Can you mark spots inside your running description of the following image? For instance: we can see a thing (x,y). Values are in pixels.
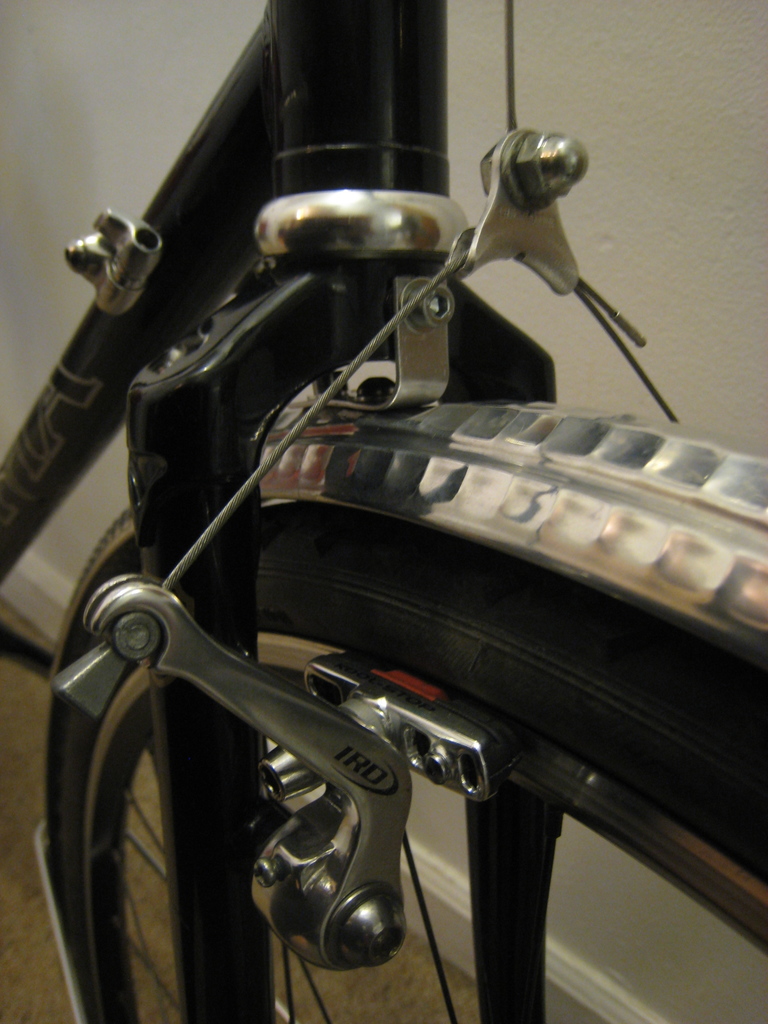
In this image I can see a bicycle (288,378) which is black and silver in color on the floor (38,819) which is brown in color. In the background (109,133) I can see the wall (71,145) which is white in color.
